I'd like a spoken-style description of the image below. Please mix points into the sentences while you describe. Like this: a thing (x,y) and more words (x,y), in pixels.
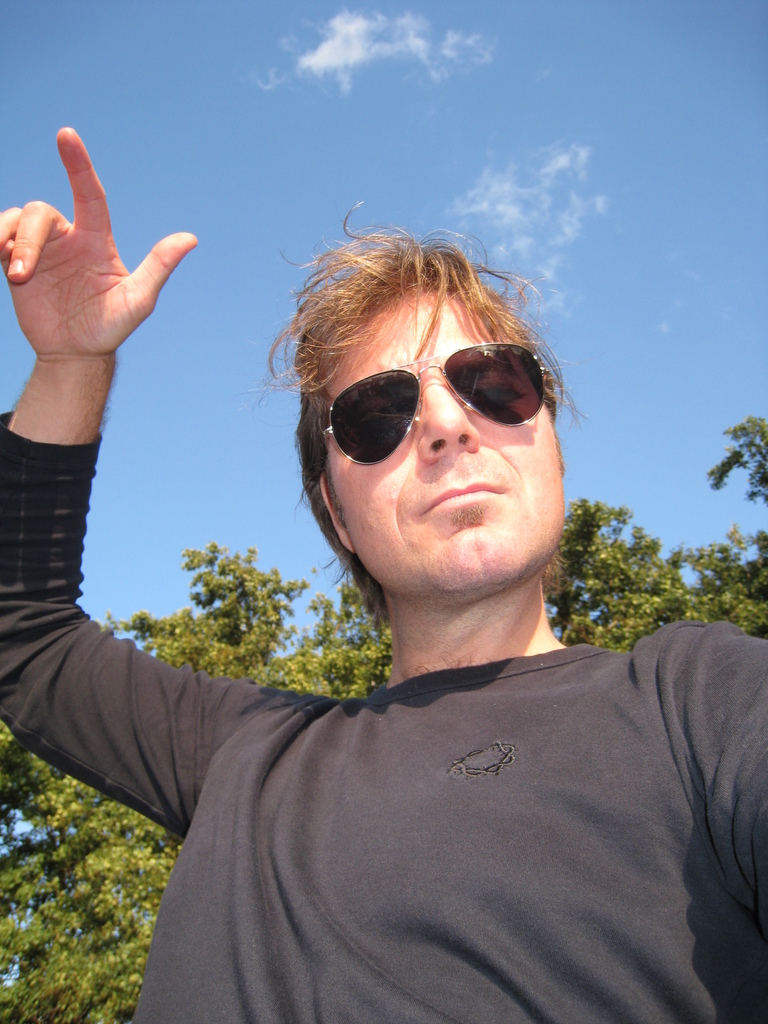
In this image in front (504,717) there is a person (344,800). In the background of the image (439,38) there are trees (46,807) and sky (373,64).
